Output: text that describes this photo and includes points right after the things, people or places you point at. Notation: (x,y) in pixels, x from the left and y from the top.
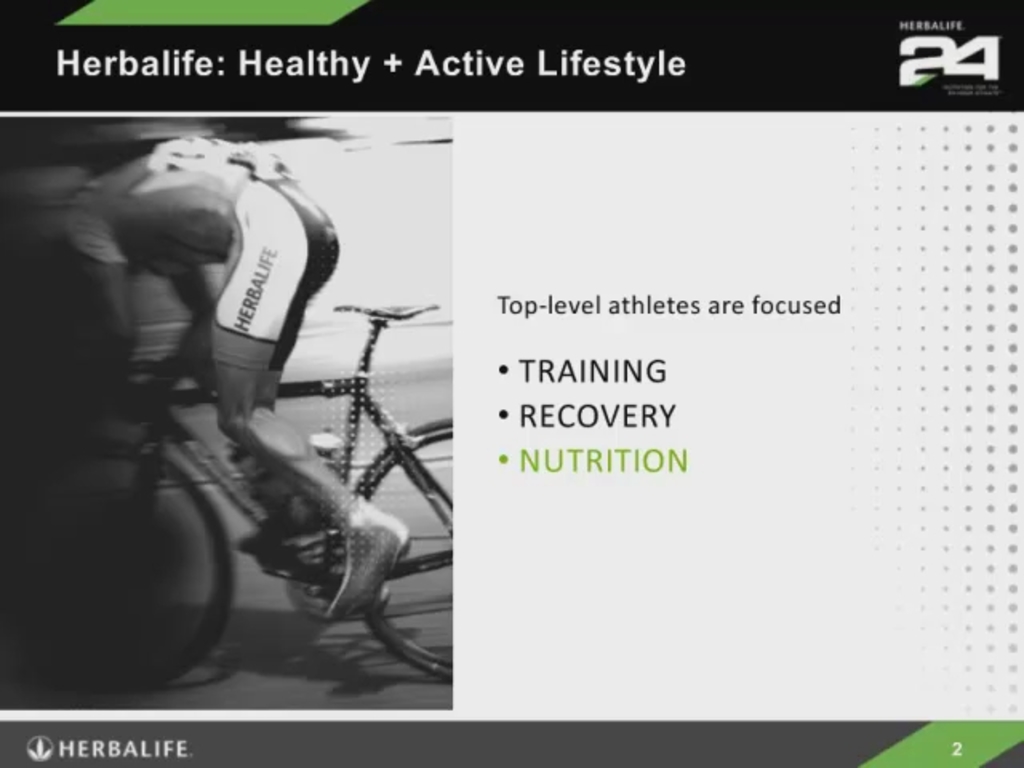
This is an advertisement. On the left side of the image (295,269) we can see a person (271,309) is riding a bicycle (450,558) on the road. In the background of the image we can see the text (532,362).
